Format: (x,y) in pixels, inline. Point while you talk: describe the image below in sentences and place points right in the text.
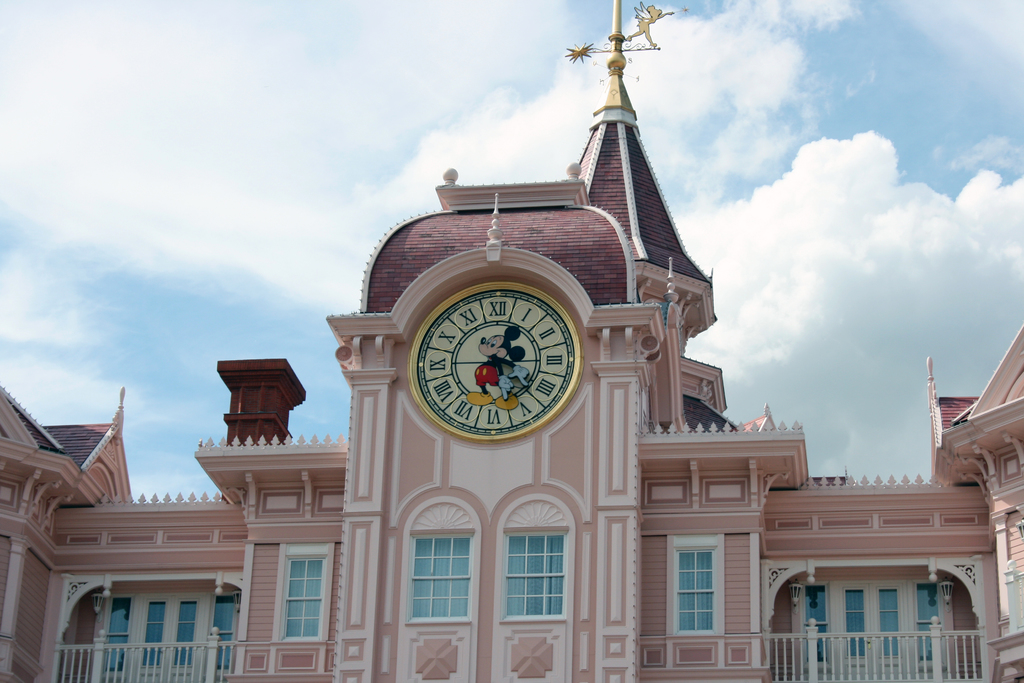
In this image, we can see a building (474,612). On the building (636,609), we can see the clock (504,382). Here there are few glass windows (299,613), railings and walls (529,636). Through the glass window (282,622), we can see curtains (533,611). Background (985,334) we can see the cloudy sky (303,242). Top of the image (617,42), we can see direction pole (620,56).
